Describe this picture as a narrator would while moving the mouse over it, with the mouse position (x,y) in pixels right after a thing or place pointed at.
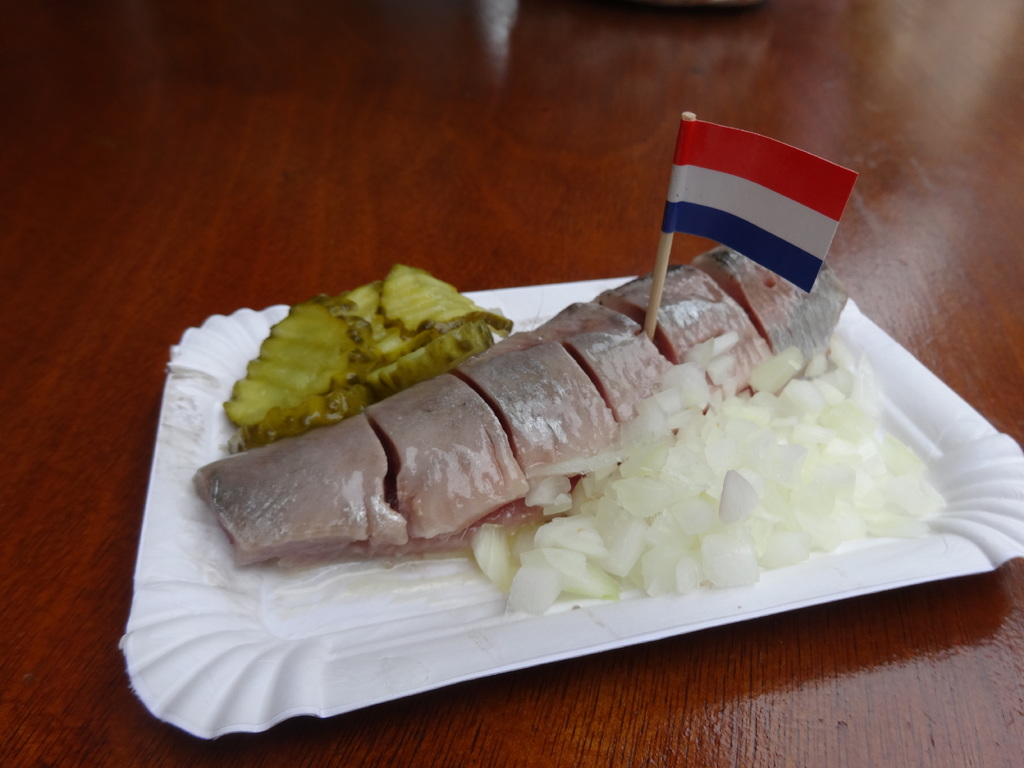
In this image there is food (483,498) on the plate (237,620), there is a flag (759,194), the plate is on the wooden surface (200,171), there is a wooden surface (412,176) truncated.
